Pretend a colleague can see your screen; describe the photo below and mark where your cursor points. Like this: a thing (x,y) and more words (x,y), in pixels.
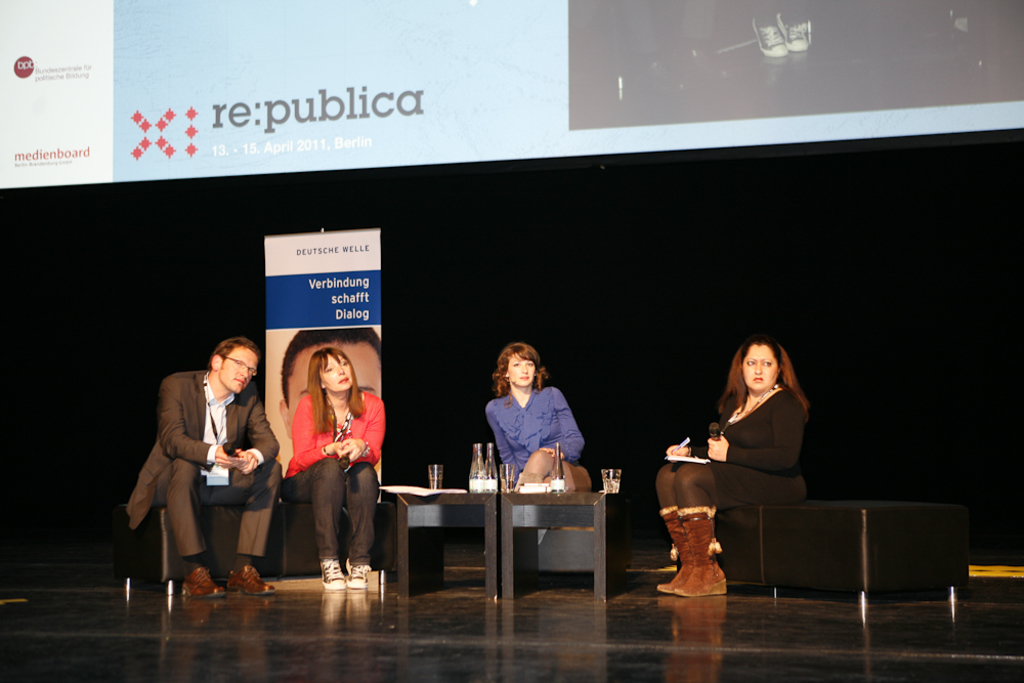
Four people (327,415) are sitting in chairs (228,510) on a stage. Of them three (735,380) are women (735,380) and one (248,419) is man (205,434).
